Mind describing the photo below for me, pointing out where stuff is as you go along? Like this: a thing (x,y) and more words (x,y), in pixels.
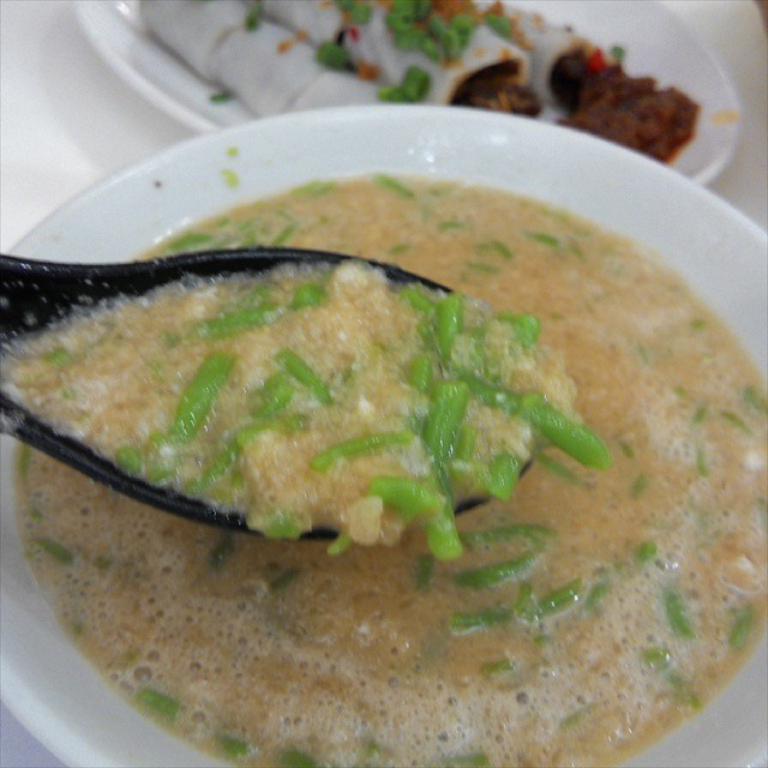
In this picture we can see plates (204,219), spoon (134,280) with food items (245,210) on it and these plates (150,100) are placed on the white surface (44,134).
